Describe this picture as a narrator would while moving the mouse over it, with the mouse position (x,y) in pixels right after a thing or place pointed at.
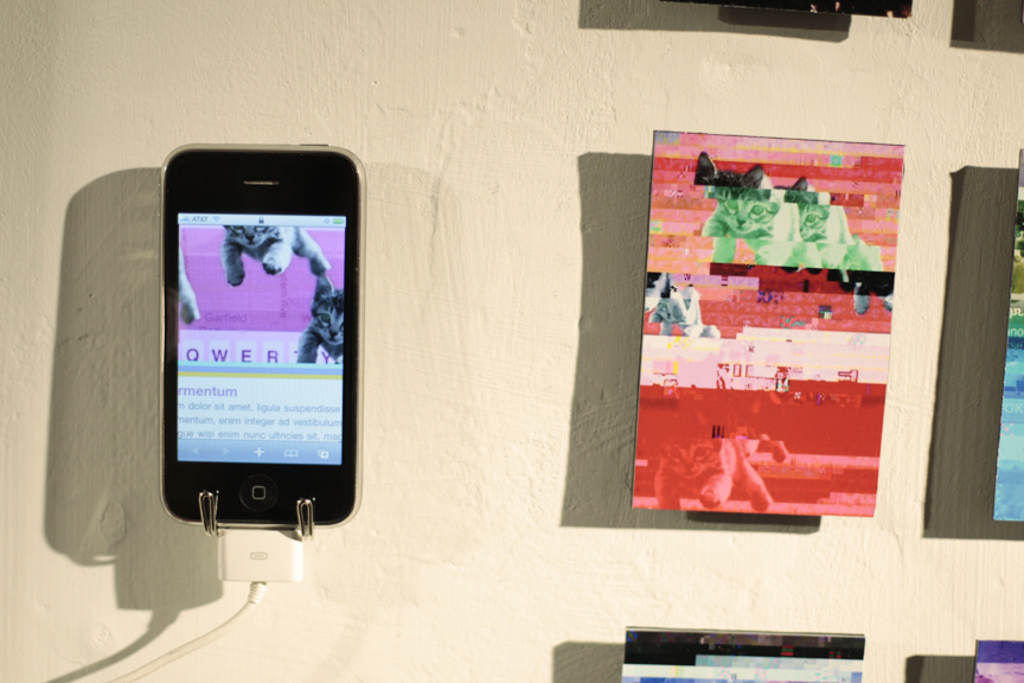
In this image there is a mobile (233,456) connected to a cable (238,576) and hanging on the wall (433,298), beside the mobile (313,176) there are a few frames (771,422) are hanging on the wall (756,543).
